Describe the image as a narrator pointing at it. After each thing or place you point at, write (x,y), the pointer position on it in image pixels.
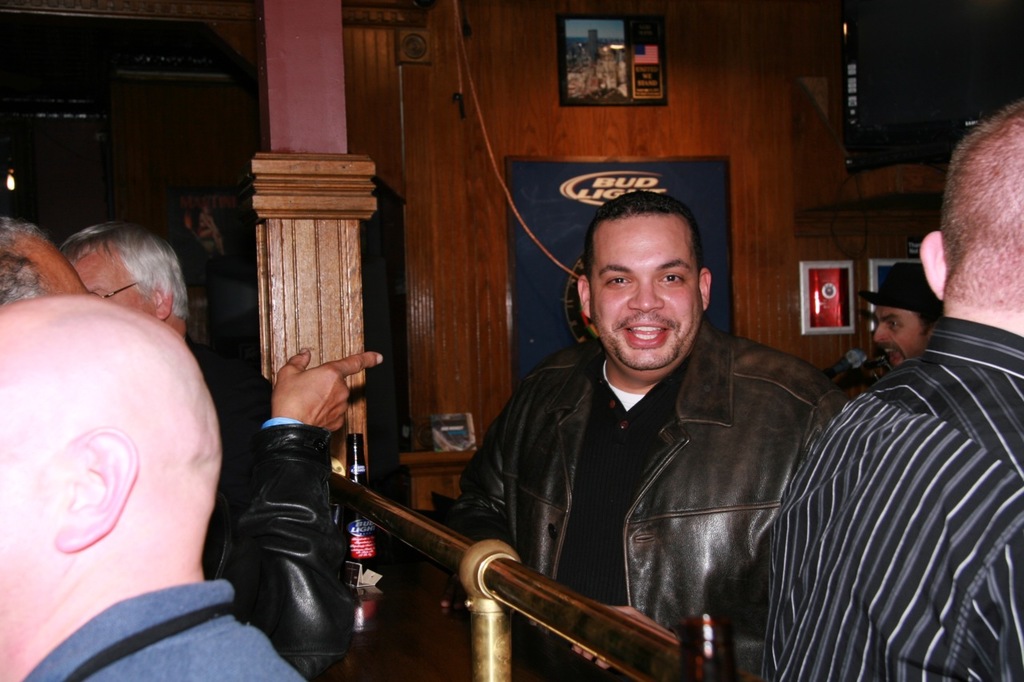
In this image we can see a group of people (695,389) wearing dress (309,585) are standing. In the foreground (545,616) we can see bottles (370,526) placed on table (455,617), metal poles (507,641). In the background (340,190), we can see a microphone (834,373), photo frames (629,69) on the wall (809,199), a book (446,437) placed on the rack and a pillar (344,253).
